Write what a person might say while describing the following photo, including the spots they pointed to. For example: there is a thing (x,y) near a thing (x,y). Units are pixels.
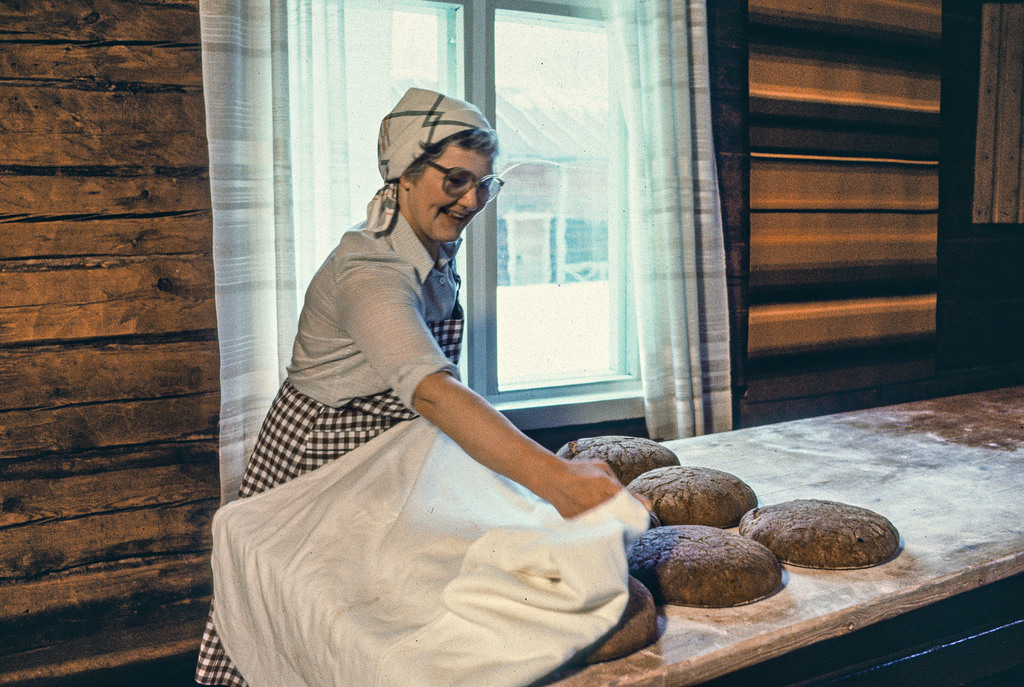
In this picture, we see a woman (375,332) is standing. She is wearing the spectacles (455,186) and she is smiling. She is holding a white cloth (380,525) in her hands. In front of her, we see a table (930,517) on which the loaves (760,532) are placed. She might be baking the loaves (681,594). In the background (142,362), we see a wooden wall (108,335). Behind her, we see the curtains (301,50) and the windows (529,315) from which we can see the buildings (509,228).
